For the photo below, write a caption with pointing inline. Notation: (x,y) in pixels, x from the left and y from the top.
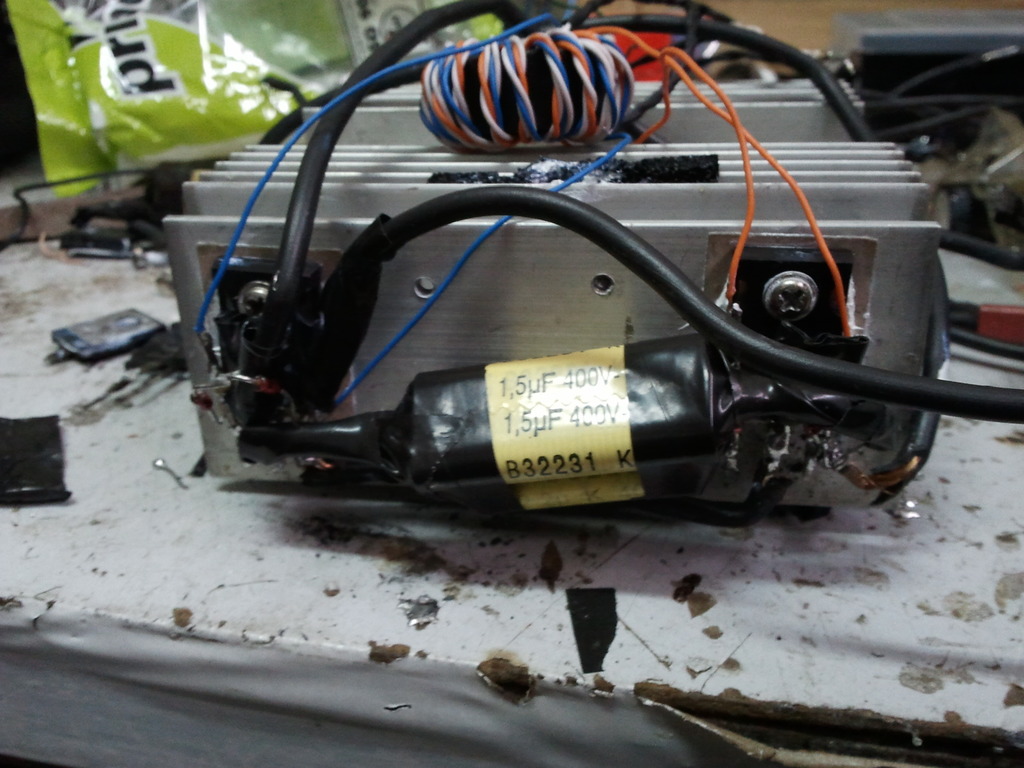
In the foreground of this image (481,361), there is an electronic device (507,224) with cables (669,85) attached to it. In the background (166,43), there is a green colored cover (207,45) and few objects (985,86).
